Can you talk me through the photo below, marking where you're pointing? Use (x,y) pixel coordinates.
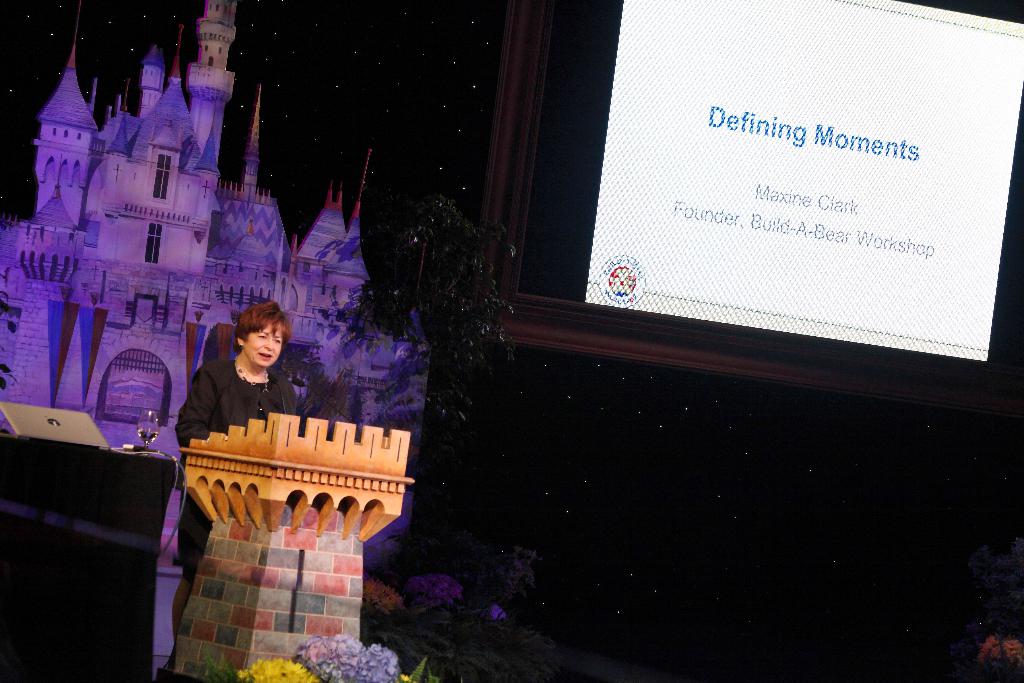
In this image, we can see a person (242,383) in front of the podium (284,423). There is a table (123,509) in the bottom left of the image (121,590) contains laptop (42,422) and glass (145,428). There is a cutout (342,254) on the left side of the image (164,332). There is a branch (403,319) in the middle of the image (492,296). There is a text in the top right of the image (692,214).
